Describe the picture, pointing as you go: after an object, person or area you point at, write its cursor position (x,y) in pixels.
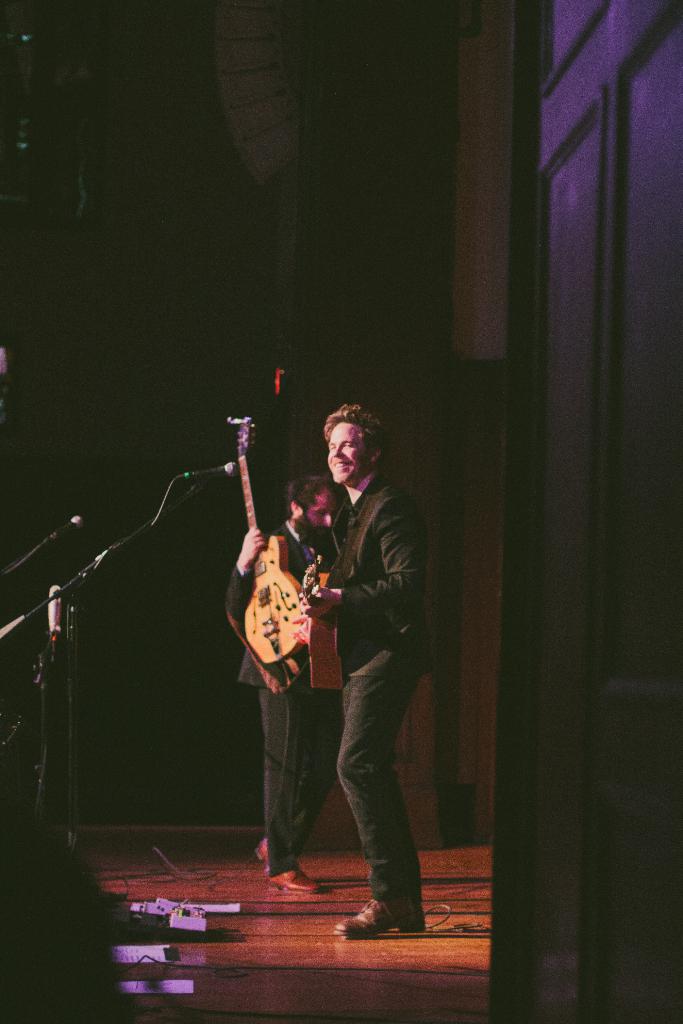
In the center of the image (248,670) there are two persons (371,879) holding guitars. There are mics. At the bottom of the image (267,944) there is wooden flooring (256,960). In the background of the image (389,309) there is wall (348,203). To the right side of the image (511,390) there is a door (525,670).
